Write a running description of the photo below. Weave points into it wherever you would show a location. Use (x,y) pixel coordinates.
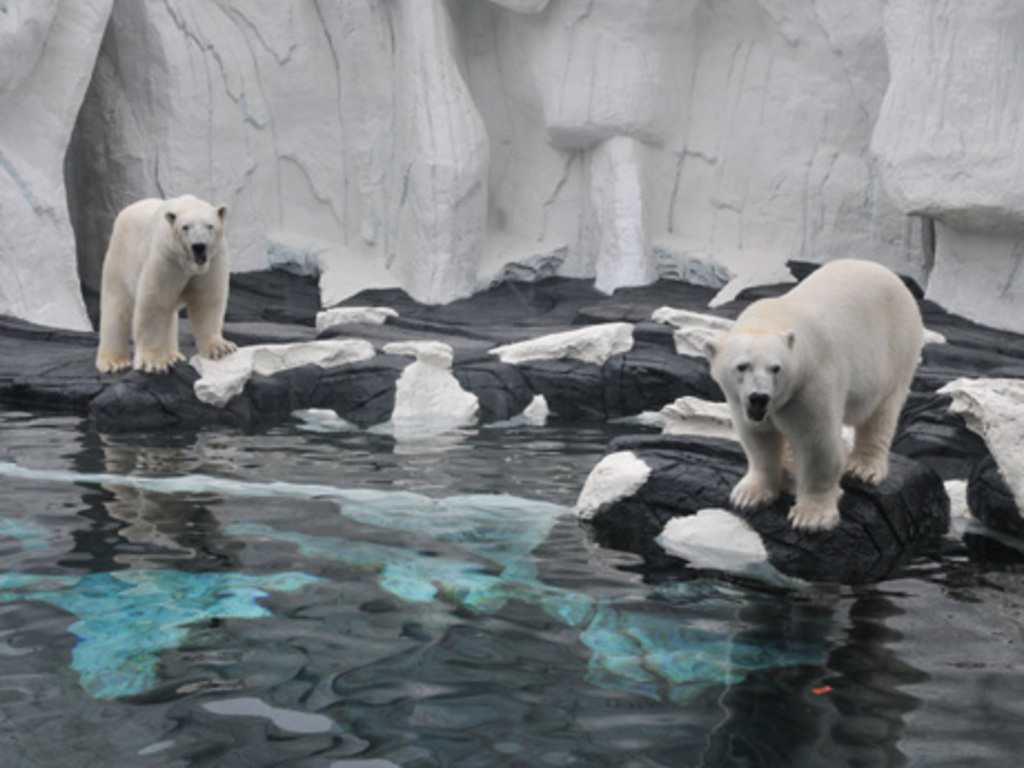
In this image there are two polar bears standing on the stones (948,518) beside the water (259,601) at the back (672,270) there is a stone wall (672,270) covered with snow (392,219).
